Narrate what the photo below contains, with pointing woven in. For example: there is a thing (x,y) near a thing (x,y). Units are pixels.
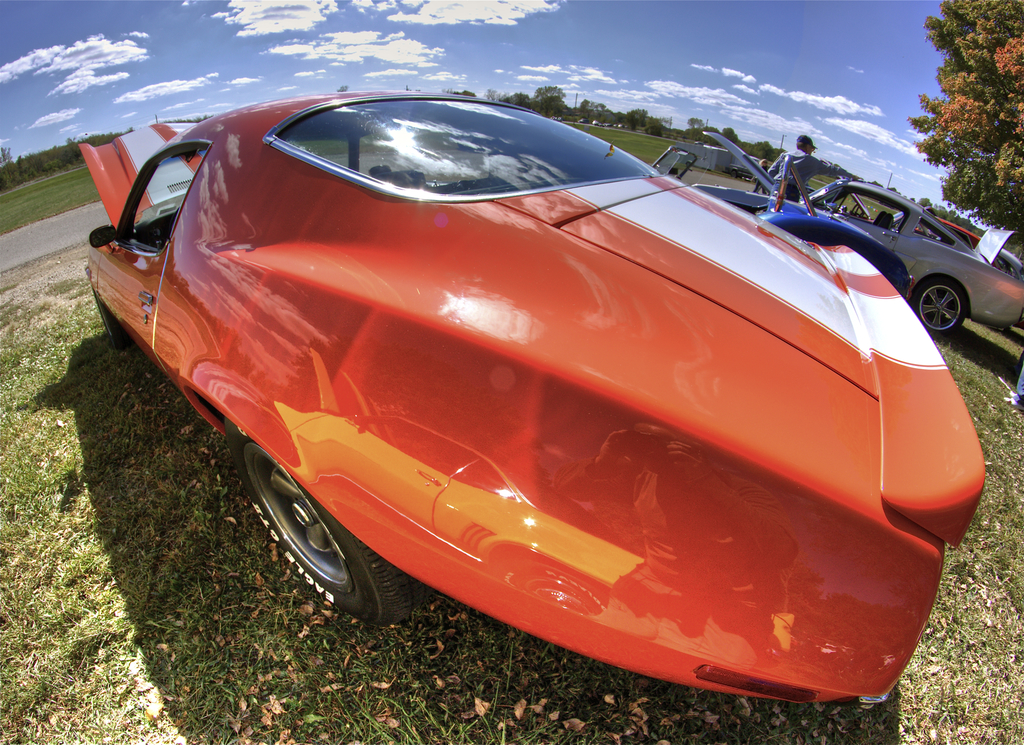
In this image, there are cars (726,404) on the grass (279,647) and I can see a person (780,175) standing. In the background (14,186), there are trees (962,176) and the sky (749,105).
